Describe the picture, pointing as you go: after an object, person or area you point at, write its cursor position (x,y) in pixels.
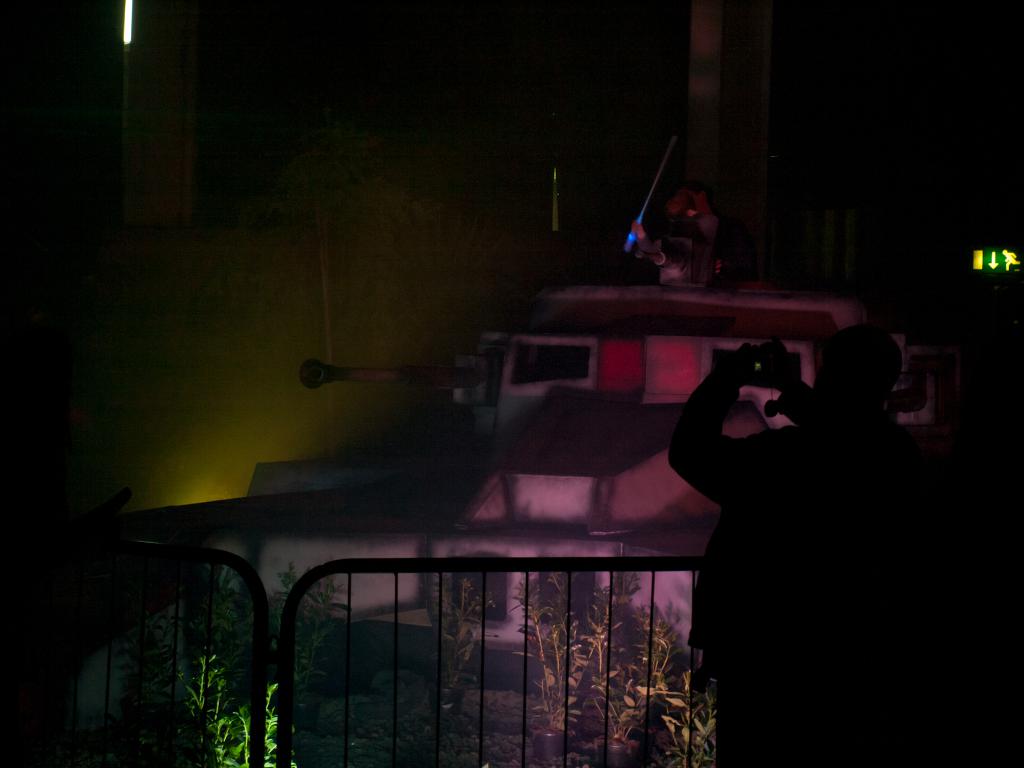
This picture is taken in the dark where we can see a person (757,601), fence (632,681), plants (590,656), tanker (449,616) and the board (1004,248) here.
